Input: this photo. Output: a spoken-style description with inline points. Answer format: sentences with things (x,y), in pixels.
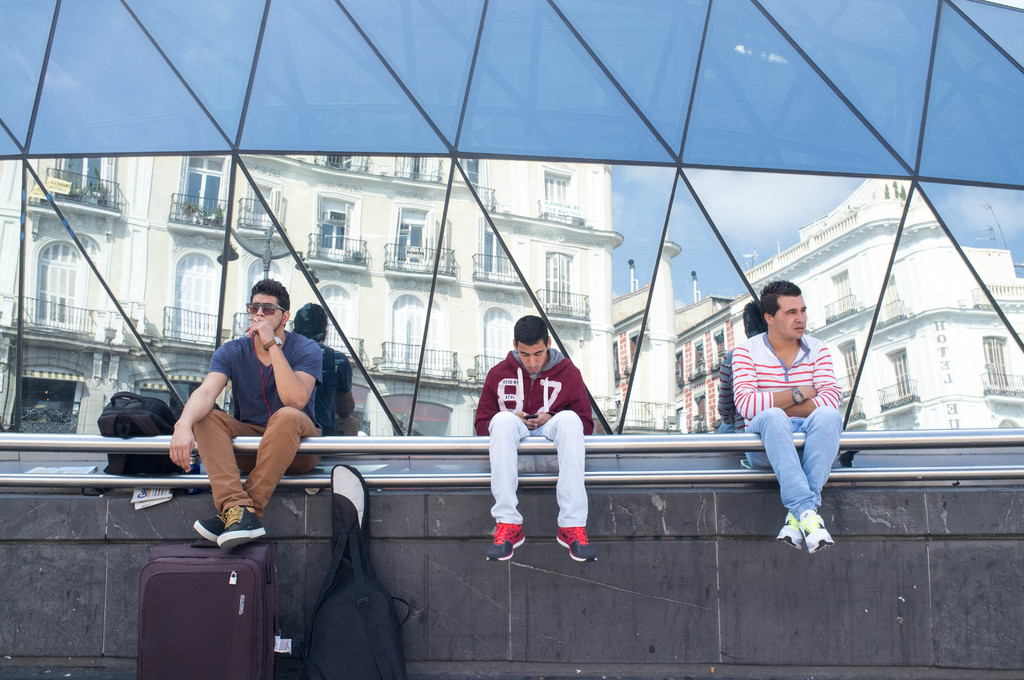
In this image there are three people (284,456) sitting with luggage (167,457) and papers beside them on a platform (399,502) with a metal rod fence (402,441), in front of them there are luggage bags (240,567). Behind them there is a glass wall (645,204) on which we can see the reflection (504,217) of other buildings (416,277).
